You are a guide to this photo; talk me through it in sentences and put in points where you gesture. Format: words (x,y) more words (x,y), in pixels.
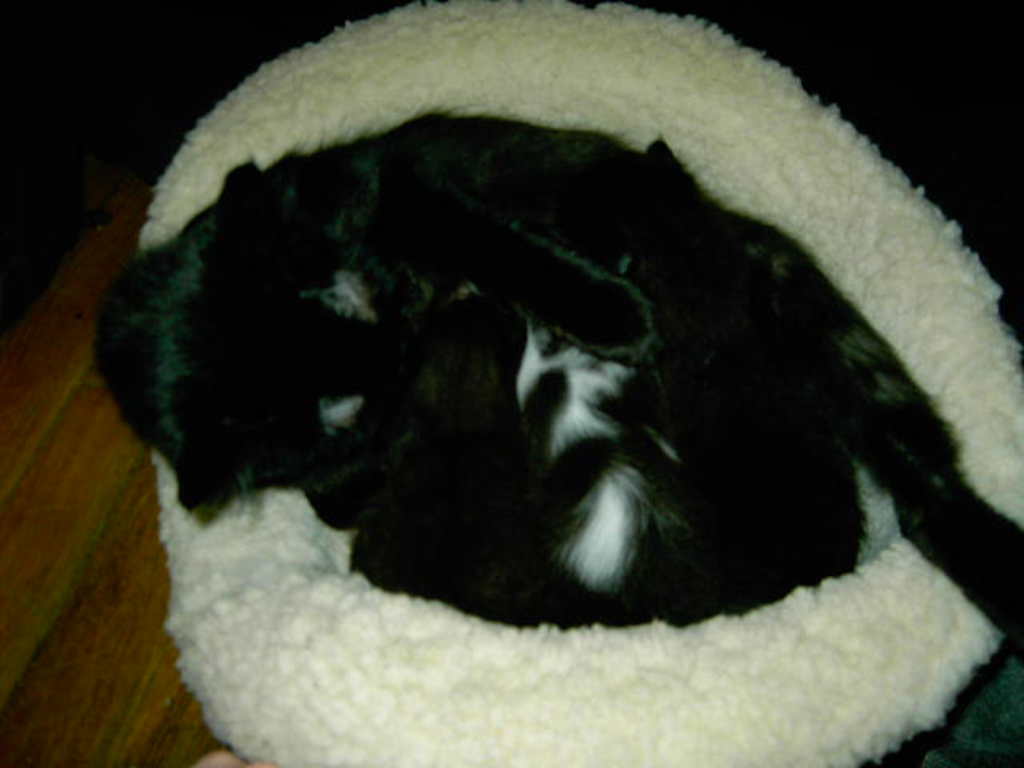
In this image I can see a white colour thing (221,176) and on it I can see a black colour animal (460,309).
